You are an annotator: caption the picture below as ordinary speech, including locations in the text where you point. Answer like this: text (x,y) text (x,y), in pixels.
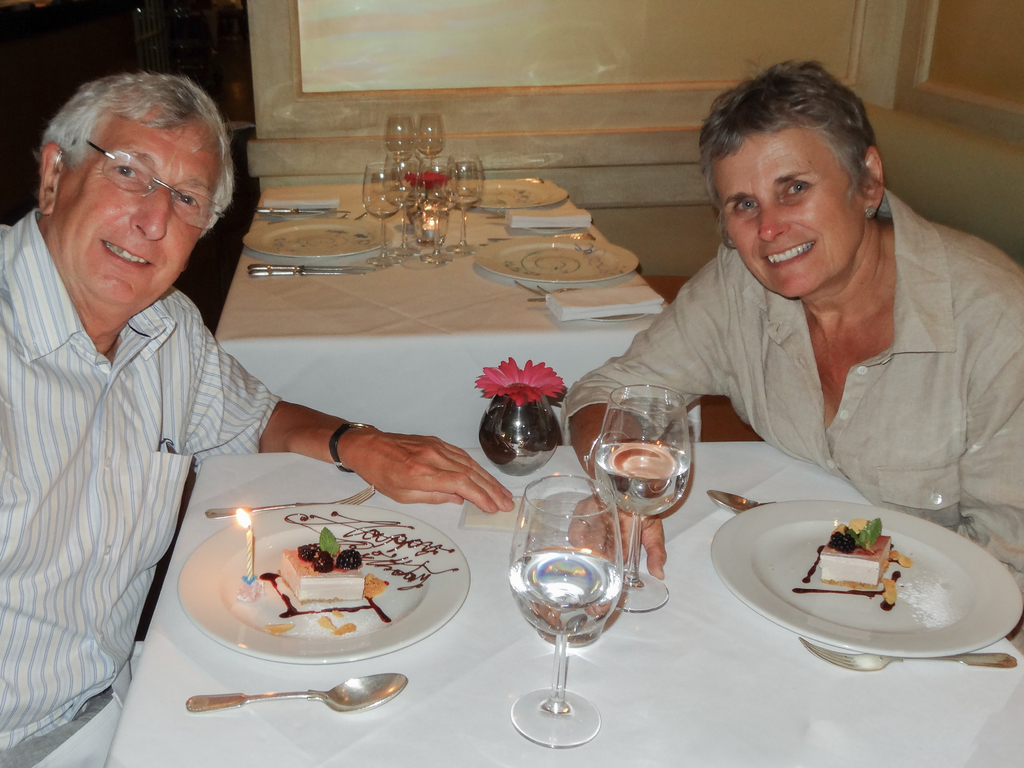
In this image I can see two persons (956,523) sitting. In front (977,557) I can see few glasses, spoons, plates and I can also see the food (326,564) in the plates (764,570). Background (656,224) the wall (598,205) is in cream color.
